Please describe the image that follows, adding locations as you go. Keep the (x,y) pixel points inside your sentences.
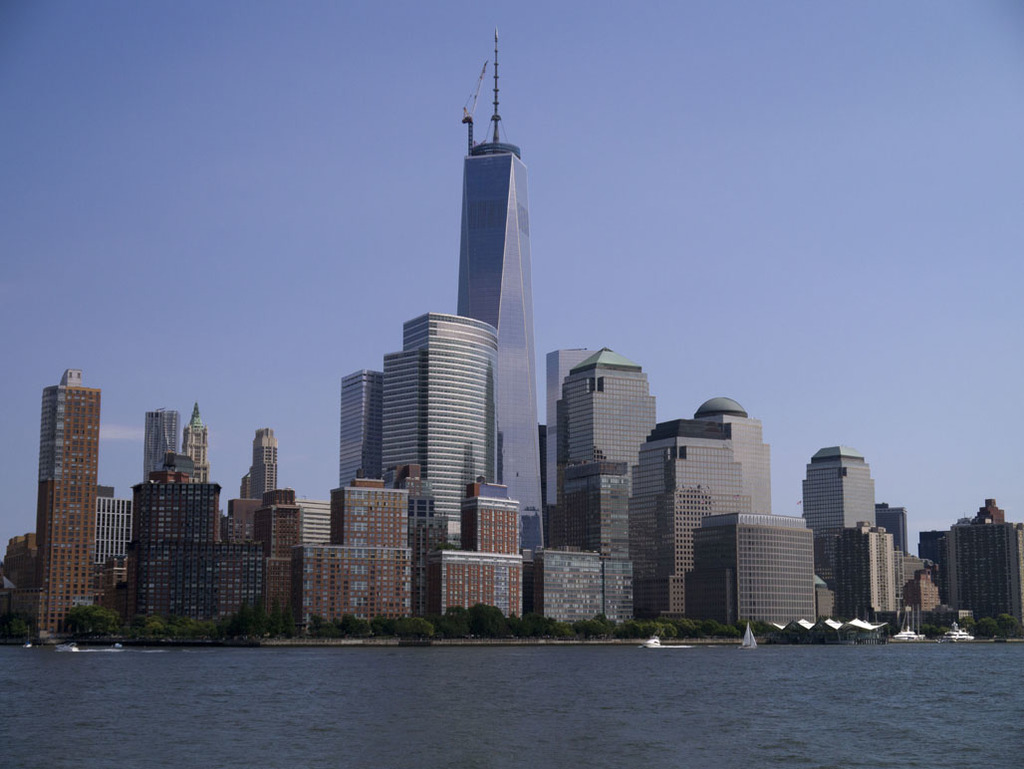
In this image there is a river (412,690) at the bottom (439,691). Behind the river (468,728) there are tall buildings (473,446). There are trees (166,629) near the buildings (627,614). At the top (777,198) there is sky (777,198).
